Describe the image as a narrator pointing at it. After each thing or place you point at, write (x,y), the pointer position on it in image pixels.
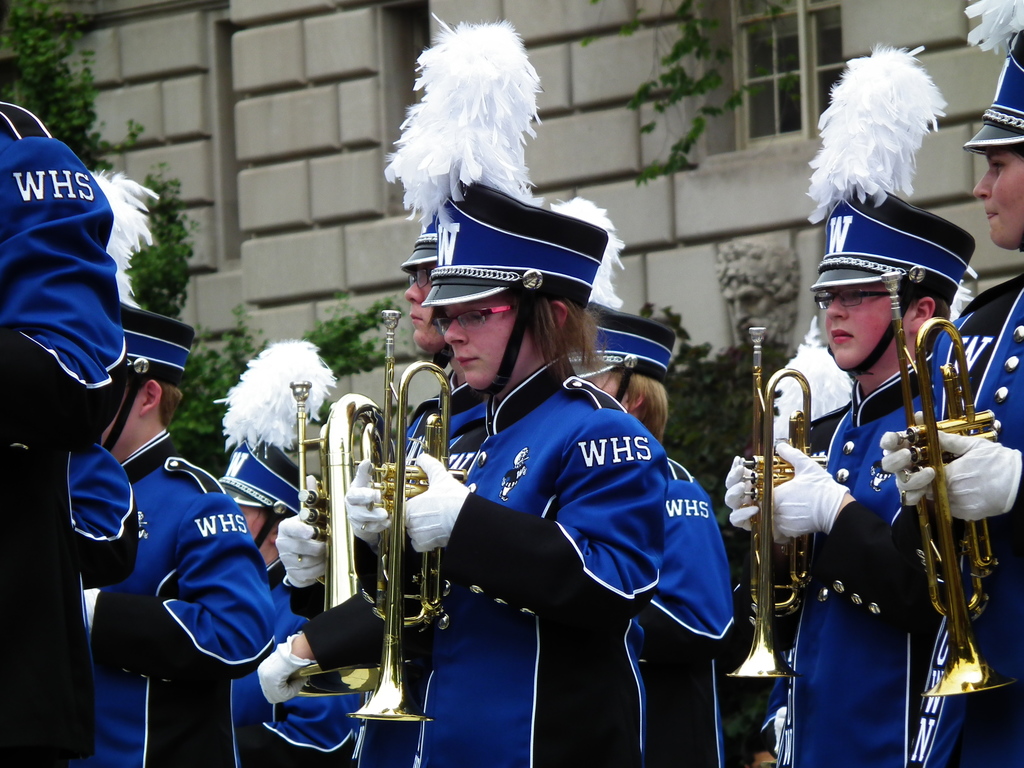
In this picture we can see a few people (877,481) holding musical instruments (768,570) in their hands (297,580). There are plants (46,62), sculpture (777,274) and a window (761,90) on the wall (546,24).
